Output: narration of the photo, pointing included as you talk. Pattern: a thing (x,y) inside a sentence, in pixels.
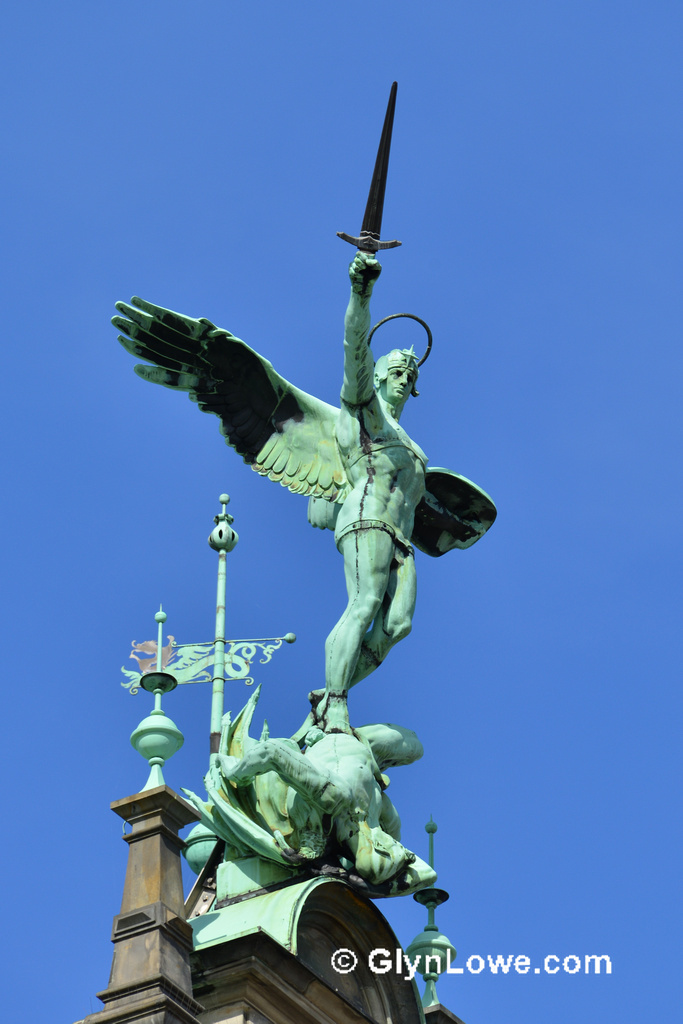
In this image I can see the statue (291,782) to the building (202,1003). The statue (354,577) is in green color. And I can see the statue (334,465) of the person (350,365) is holding the weapon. In the back (66,566) I can see the blue sky (138,424).
